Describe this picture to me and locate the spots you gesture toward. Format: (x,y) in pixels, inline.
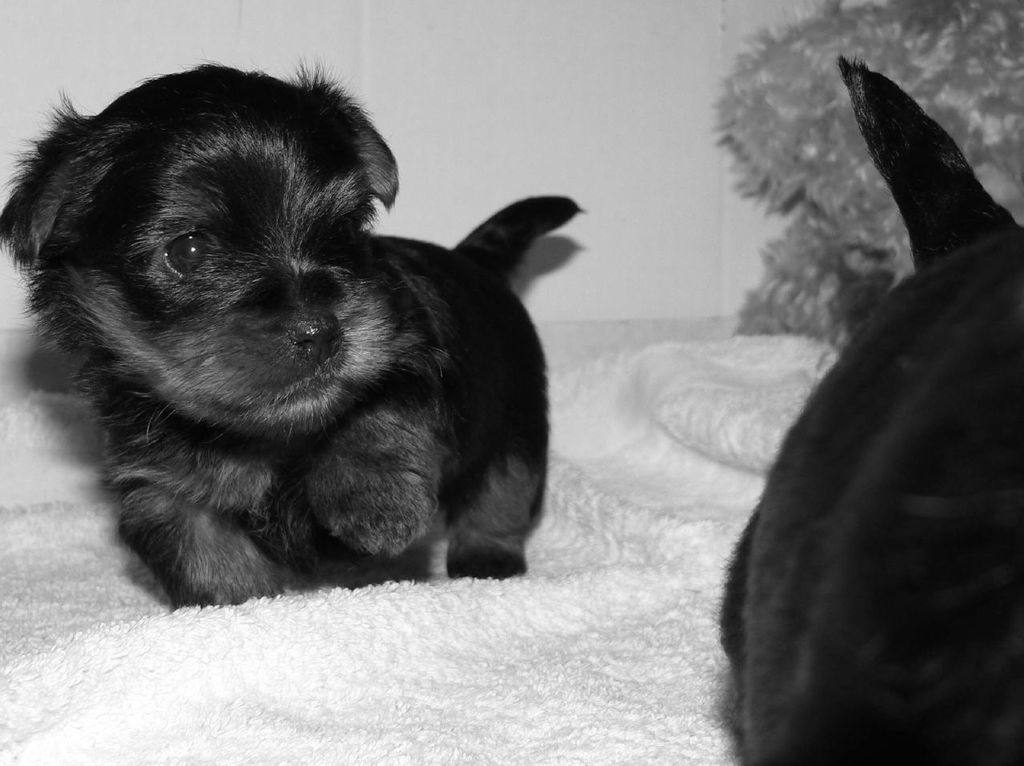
Black and white picture. On this cloth surface (346,628) we can see puppies (852,604). Background (618,263) there is a white wall (533,78).
